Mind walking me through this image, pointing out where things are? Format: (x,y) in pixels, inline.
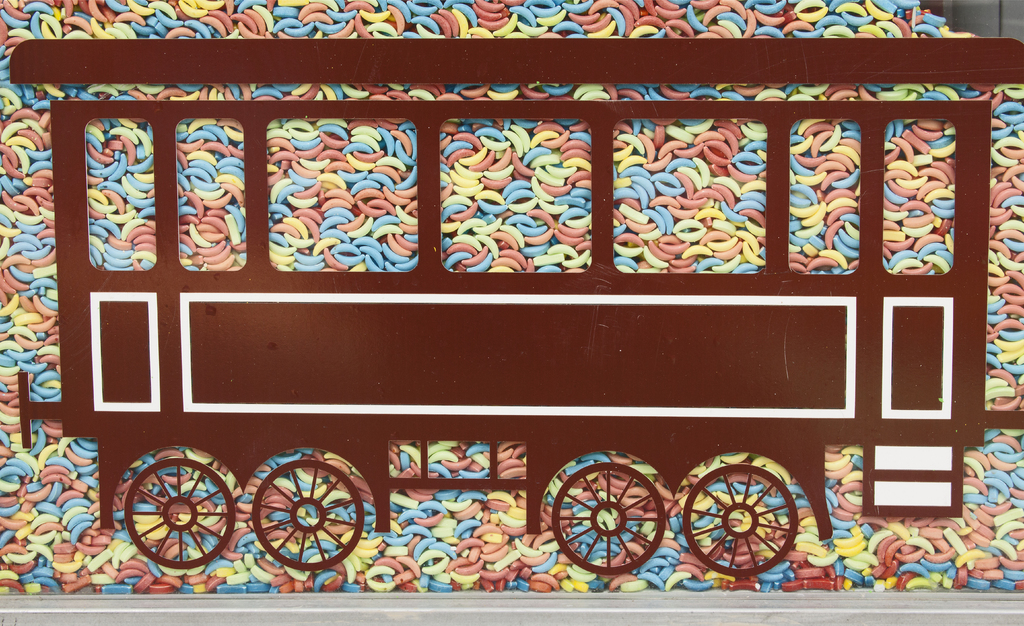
In this image I can see the toy vehicle (510,372) and the vehicle (465,343) is in brown color and the background (338,211) is in peach, blue and yellow color.
